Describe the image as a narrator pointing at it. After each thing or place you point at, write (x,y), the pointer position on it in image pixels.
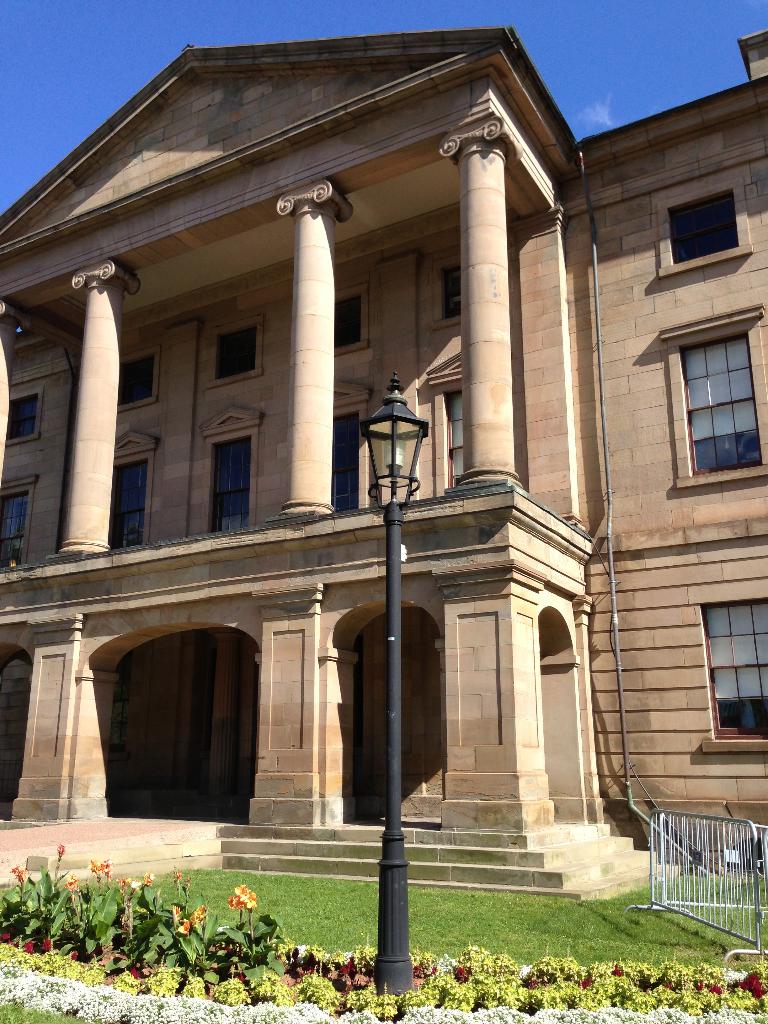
This image consists of flowering plants (507,976), grass (696,935), fence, pole (390,729), building (522,522), windows (719,394) and the sky (37,144). This image taken, maybe during a day.
